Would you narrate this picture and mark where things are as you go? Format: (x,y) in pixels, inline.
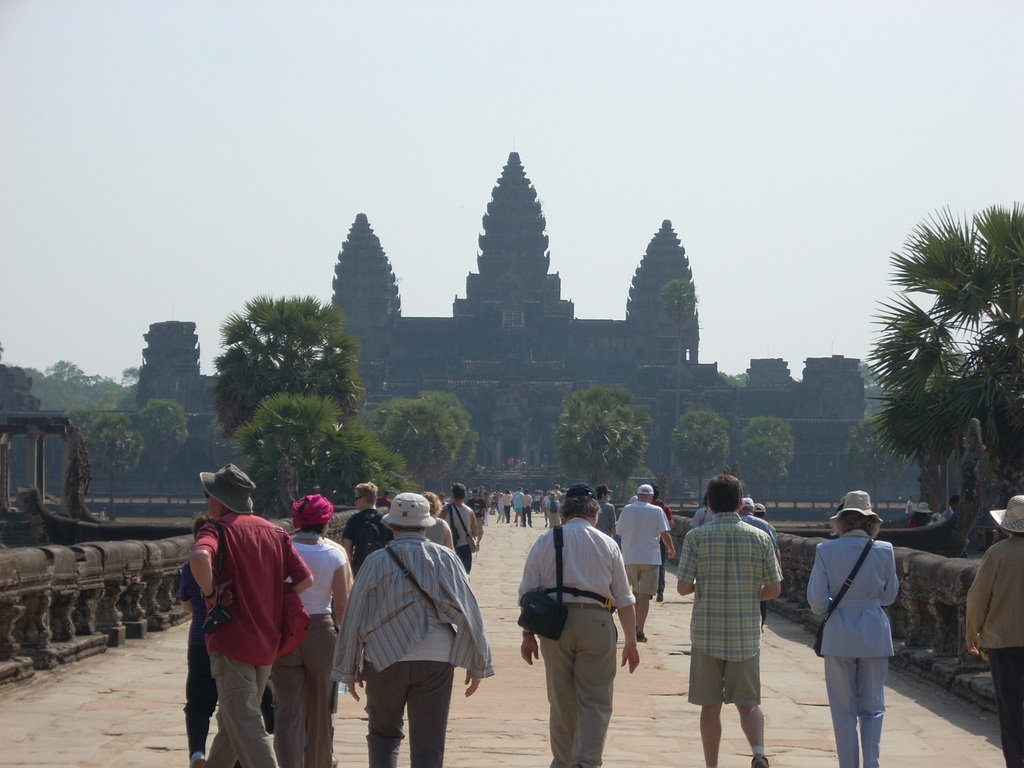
In this image we can see a group of persons (889,588) are walking on the ground (490,536), in front there is a building (543,285), there are trees (321,321), there is a sky (308,258).
